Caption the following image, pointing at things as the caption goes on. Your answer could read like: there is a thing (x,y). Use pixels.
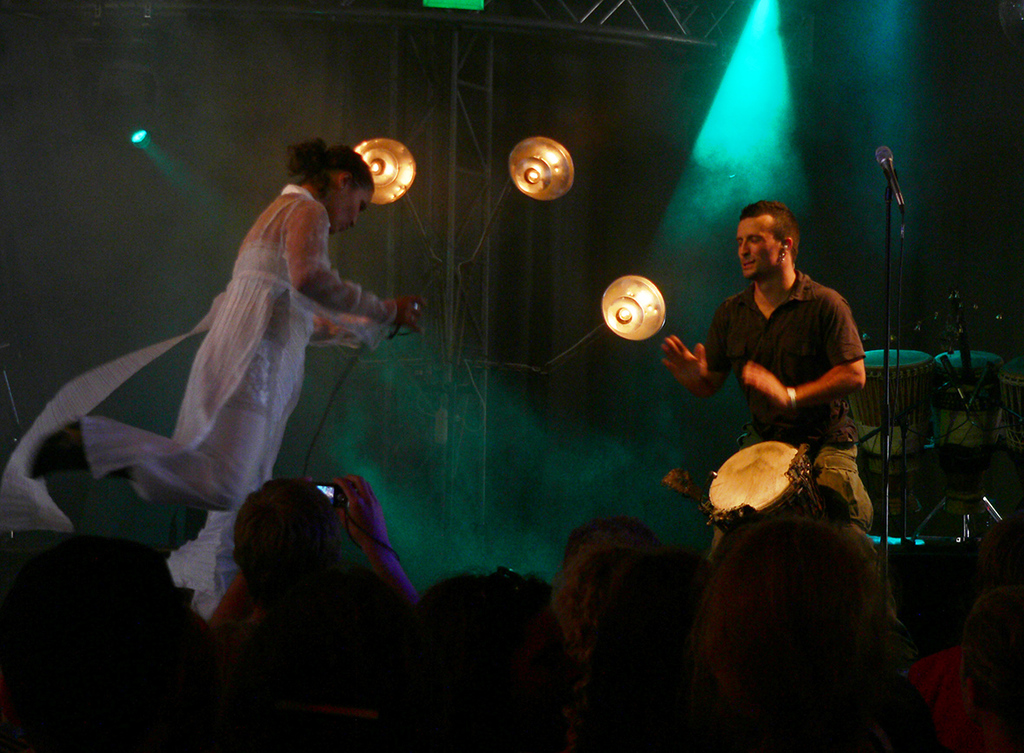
At the bottom of the picture (272,614) there are people (609,587), might be audience (254,514). In the left of the picture (216,366) there is a woman (275,295) in white dress (268,336). On the right (781,378) there is a person (791,336) playing drums (746,464). In the background (948,362) towards right (916,367) there are drums (894,352) and there is a microphone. In the background (556,184) there are lights (533,175) and smoke (786,99).
